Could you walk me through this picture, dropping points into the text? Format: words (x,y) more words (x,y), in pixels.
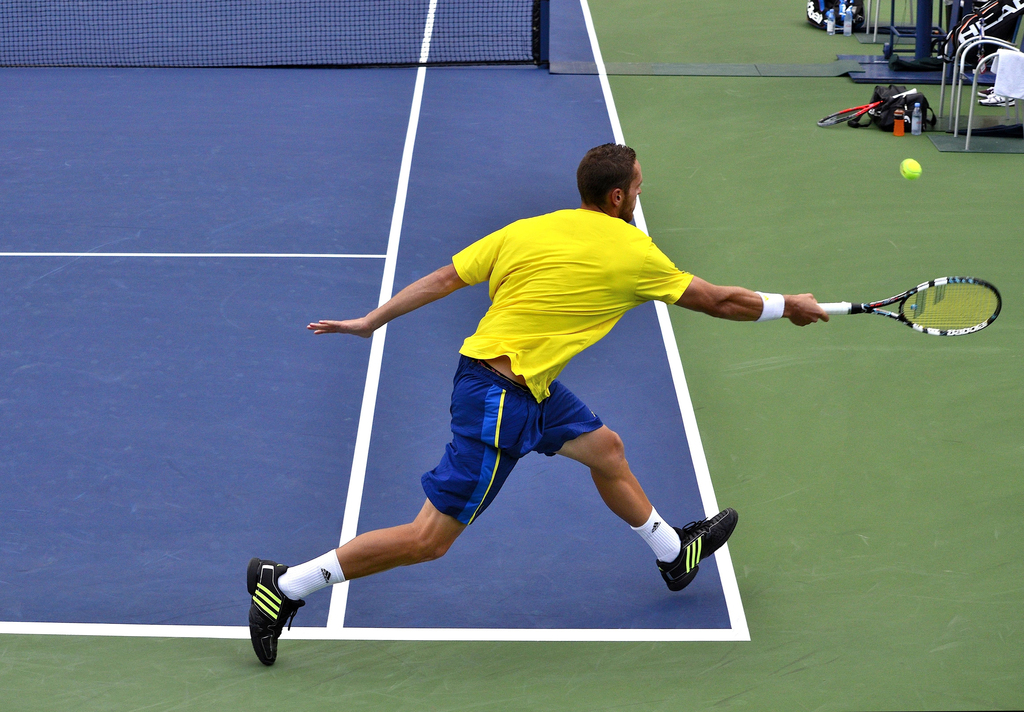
This image is taken in a tennis court (17,408). In the left side of the image (11,454) there is a tennis court (46,191) with net (161,30). In the middle of the image (484,264) there is a man (586,211) playing tennis with racket (873,305) and ball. In the right side of the image (906,138) there is a green floor (909,274) and a bag (904,100) beside that bag (889,111) there are two bottles (916,118).
